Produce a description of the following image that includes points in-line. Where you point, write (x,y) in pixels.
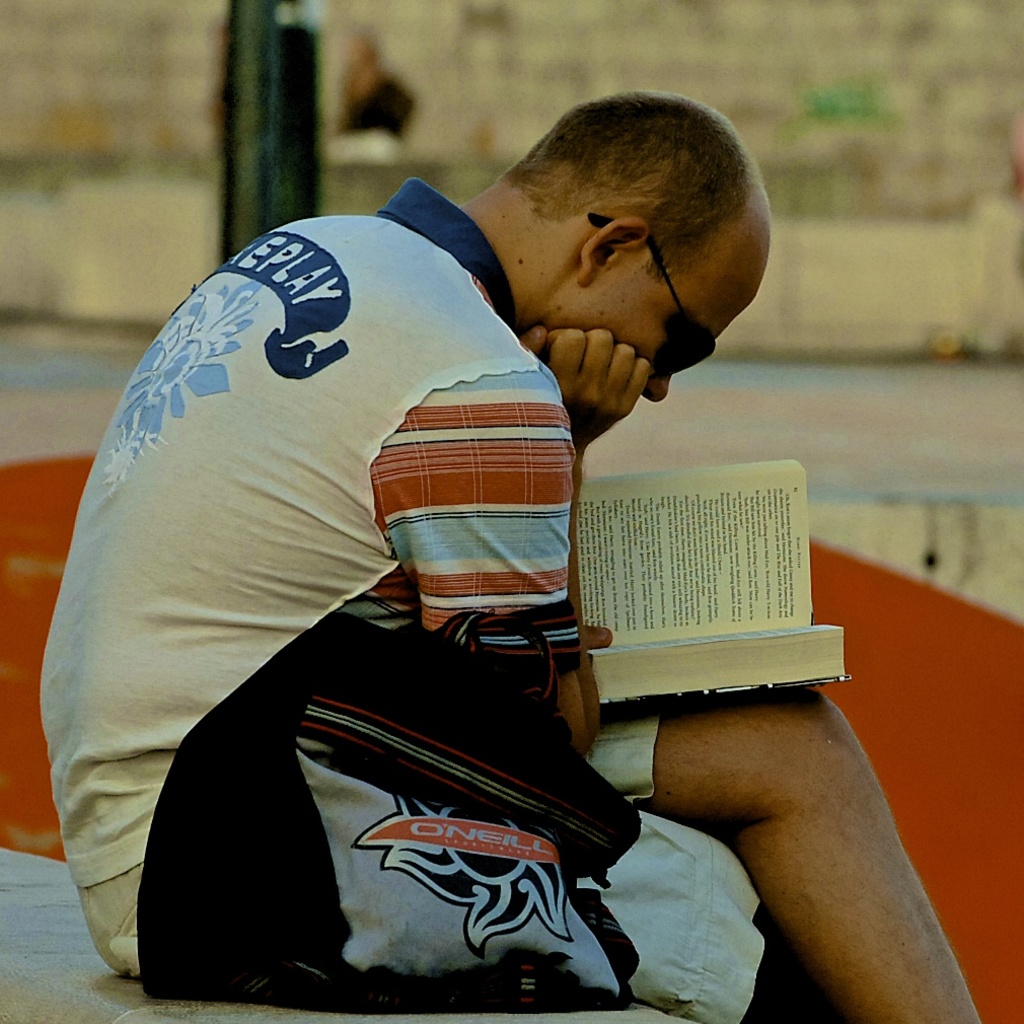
In the center of the image (399,385) we can see a person (397,545) is sitting and holding a book (621,654), beside him a bag (355,808) is there. In the background of the image (925,263) we can see wall (838,210), pole (305,69), ground (825,403) are there.
